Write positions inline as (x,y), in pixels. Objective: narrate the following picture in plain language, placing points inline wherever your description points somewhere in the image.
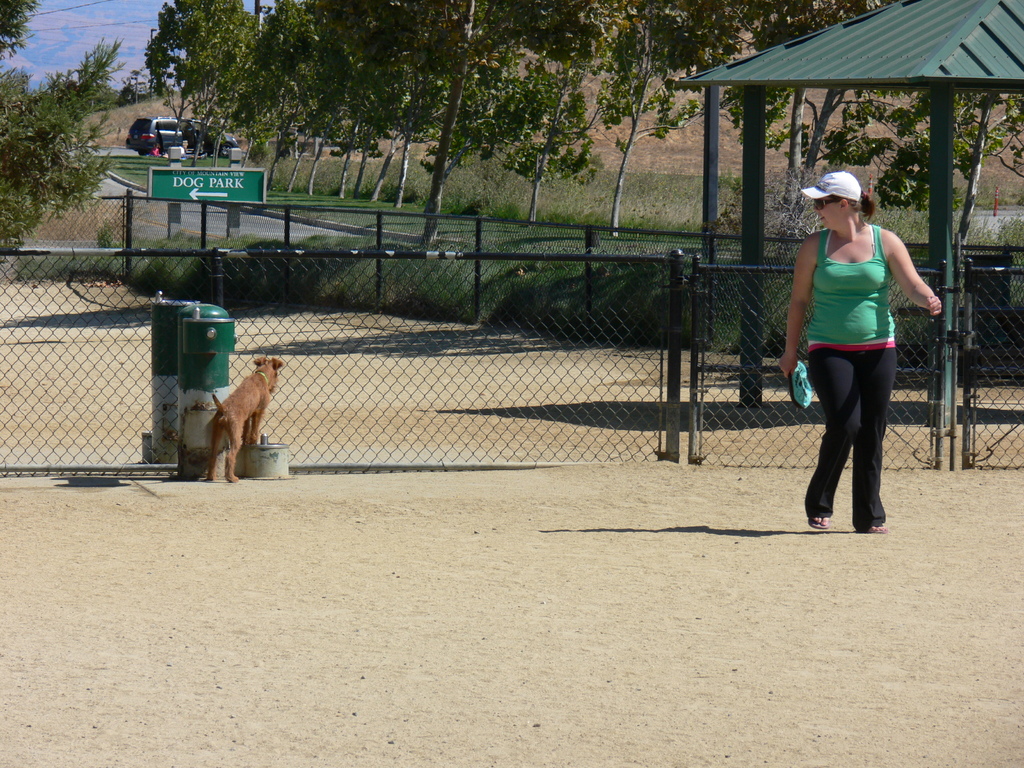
In this image we can see women (810,278) walking on the ground (835,524), dog (234,448) standing on the ground (241,482), fences (235,346), sign boards (209,190), motor vehicles (172,127) on the road (119,148), trees (445,75), shed (745,129), grass (489,183) and sky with clouds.
